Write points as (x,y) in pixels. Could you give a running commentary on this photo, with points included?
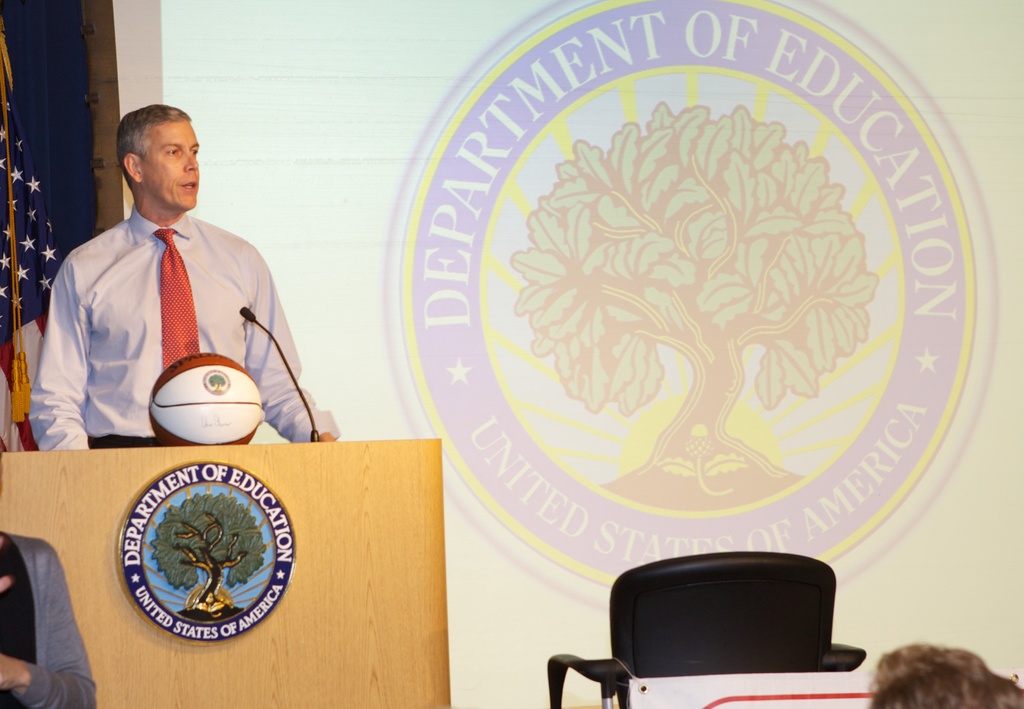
It is a conference room (676,426), a man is standing in front of a table (395,553) he is speaking, to his right side there is a black chair (803,594), in the background (430,199) there is a presentation screen (801,191) something is being projected on the screen (606,270), to the left side (20,154) there is USA flag (27,255).
